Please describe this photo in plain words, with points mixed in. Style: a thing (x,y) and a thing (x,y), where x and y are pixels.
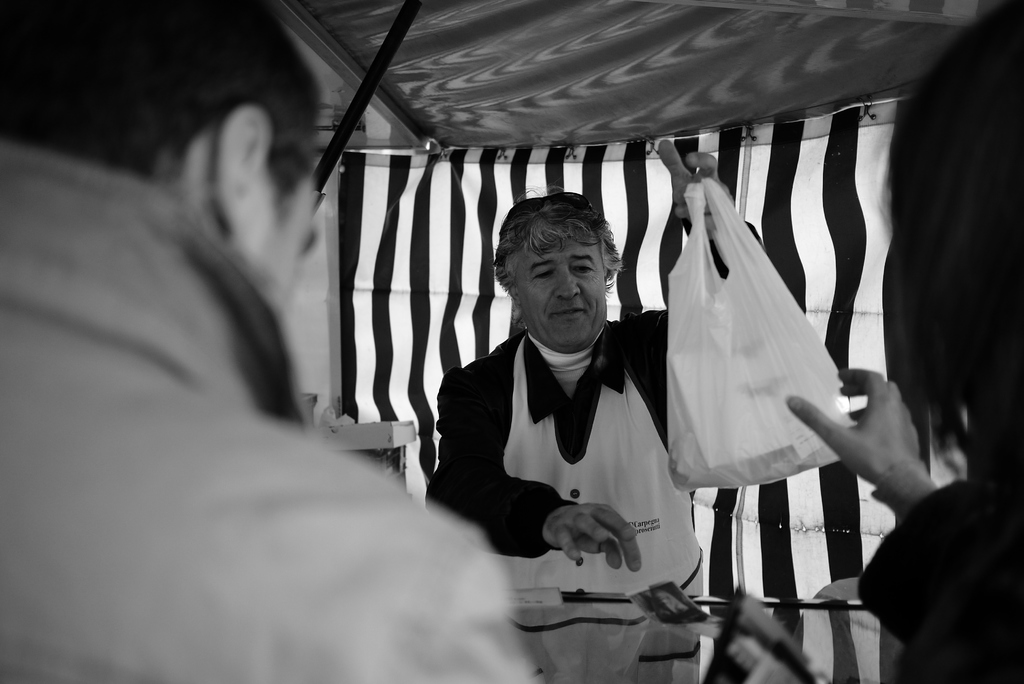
This is a black and white picture, where there is a man (297,437) on the left side of the image (235,440). On the right (946,508), there is a woman (920,592). In the background (680,536), there is a man (656,347) standing and holding a cover (702,199) in his hand (677,175) under the shed (537,92).
